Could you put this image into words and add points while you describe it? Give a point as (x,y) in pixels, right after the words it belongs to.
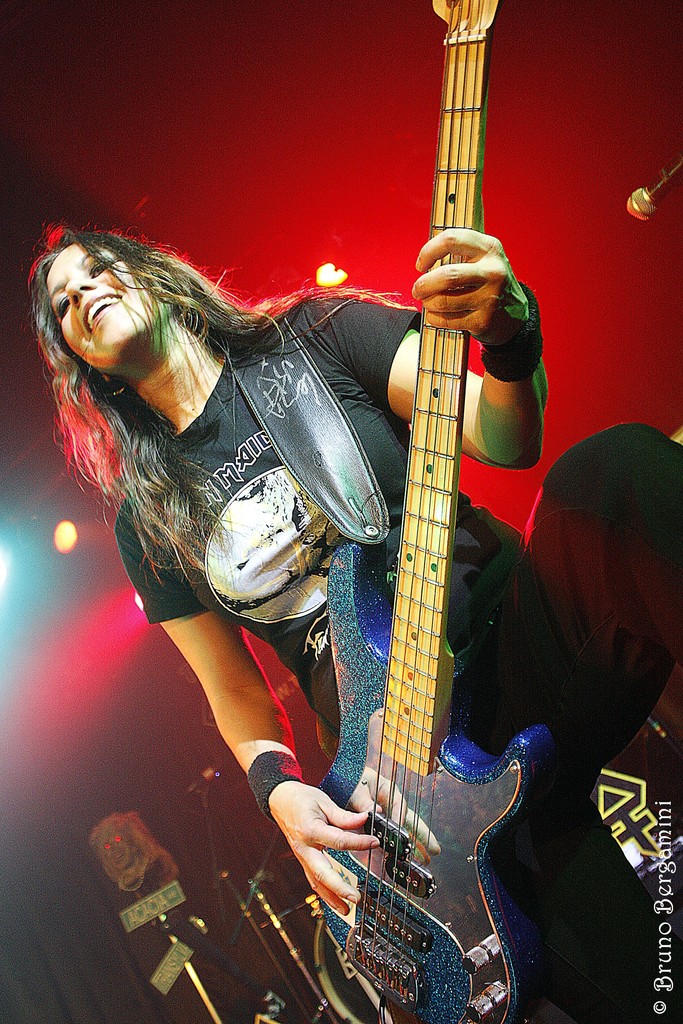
In this image there is a woman (213,573) standing. She is wearing and playing a guitar (363,807). Behind her there are microphones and microphone stands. In the background (72,536) there are spot lights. In the bottom right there is text (672,907) on the image.
